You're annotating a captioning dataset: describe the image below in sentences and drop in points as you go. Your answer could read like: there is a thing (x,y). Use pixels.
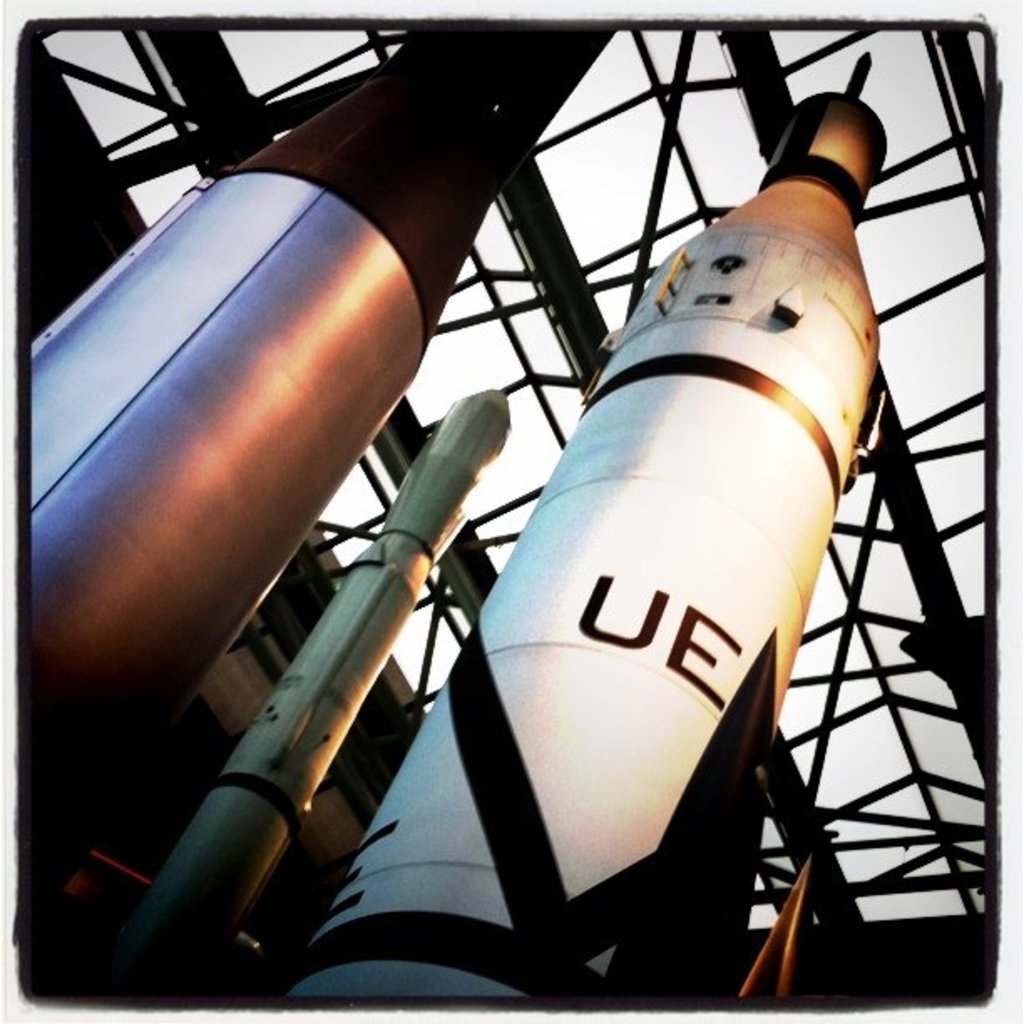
In this image we can see some parts (671,566) of an aerospace (663,542). We can also see a metal frame (501,313) and the sky (623,213).
